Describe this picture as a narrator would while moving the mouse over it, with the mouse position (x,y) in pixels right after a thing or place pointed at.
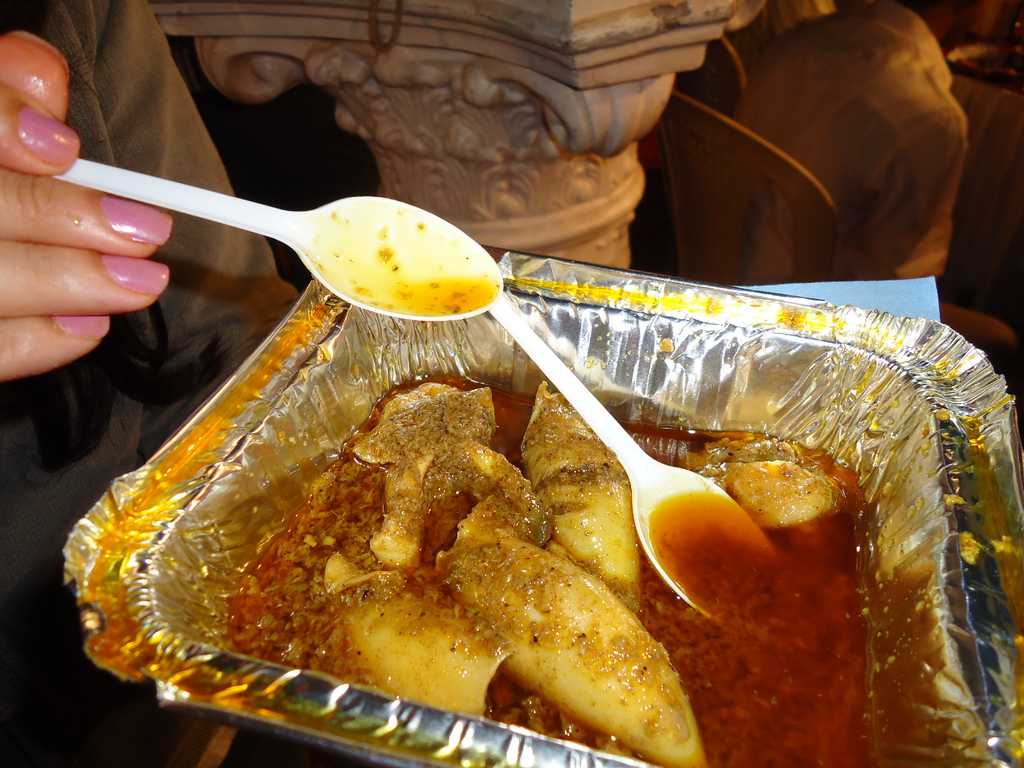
In this picture we can see a food item (519,617) in aluminium foil box (178,622). There is a white color spoon (643,492) in that box (237,503). The lady (165,328) is holding white color spoon (210,212) in her hands (59,204). she is having a pink color nail polish (135,215) on her hands (134,224). In the middle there is a pole (449,130) or a pillar (506,109). To the right side (827,79) top corner where we can see a person (834,134) Sitting on a chair (724,178).
